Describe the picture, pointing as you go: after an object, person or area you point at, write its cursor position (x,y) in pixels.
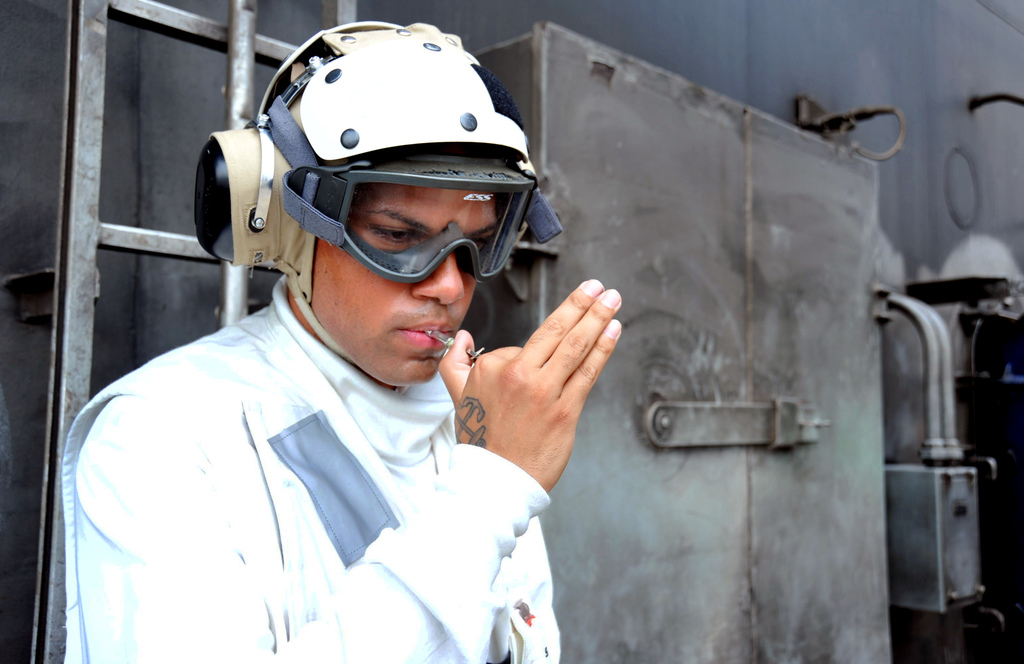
In this picture I can see a man (310,243) in front (411,304) and I see that he is wearing a helmet (431,78) and a scientific goggles (361,213). I can also see that he is holding a thing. In the background (174,12) I can see few equipment (668,372) and the rods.
